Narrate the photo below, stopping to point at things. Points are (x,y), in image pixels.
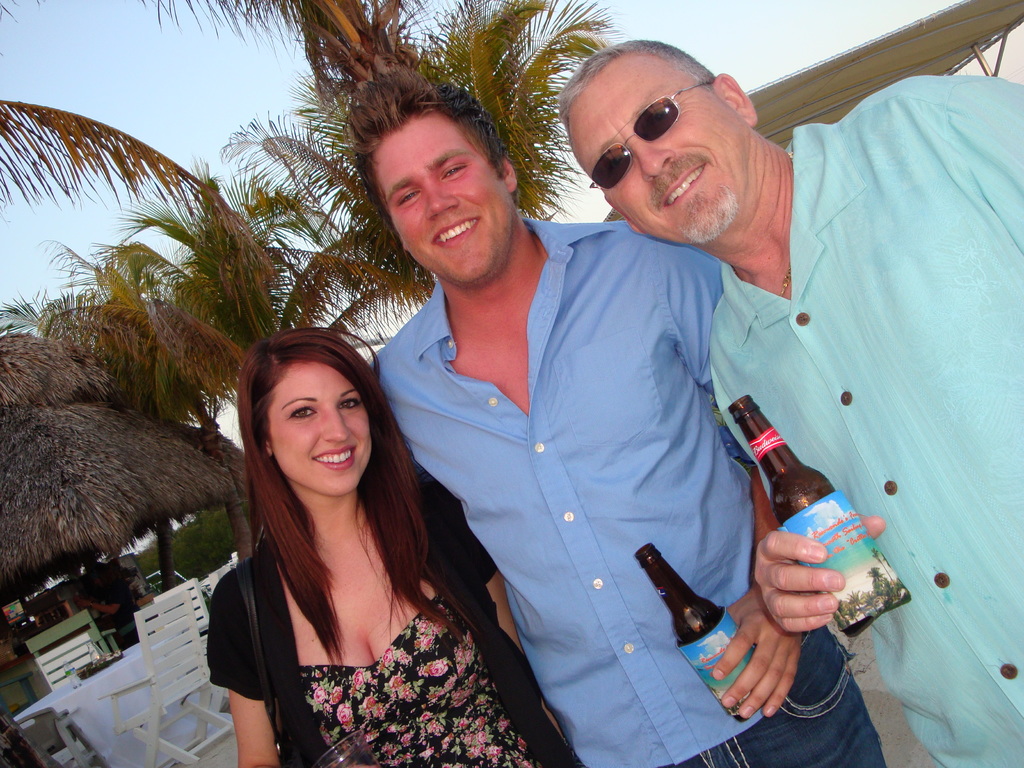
These three persons (485,459) are standing and smiling, These two persons (564,380) are holding bottle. On the background (169,200) we can see chairs (150,668), objects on the table (79,686), trees (201,358), sky (735,21).
